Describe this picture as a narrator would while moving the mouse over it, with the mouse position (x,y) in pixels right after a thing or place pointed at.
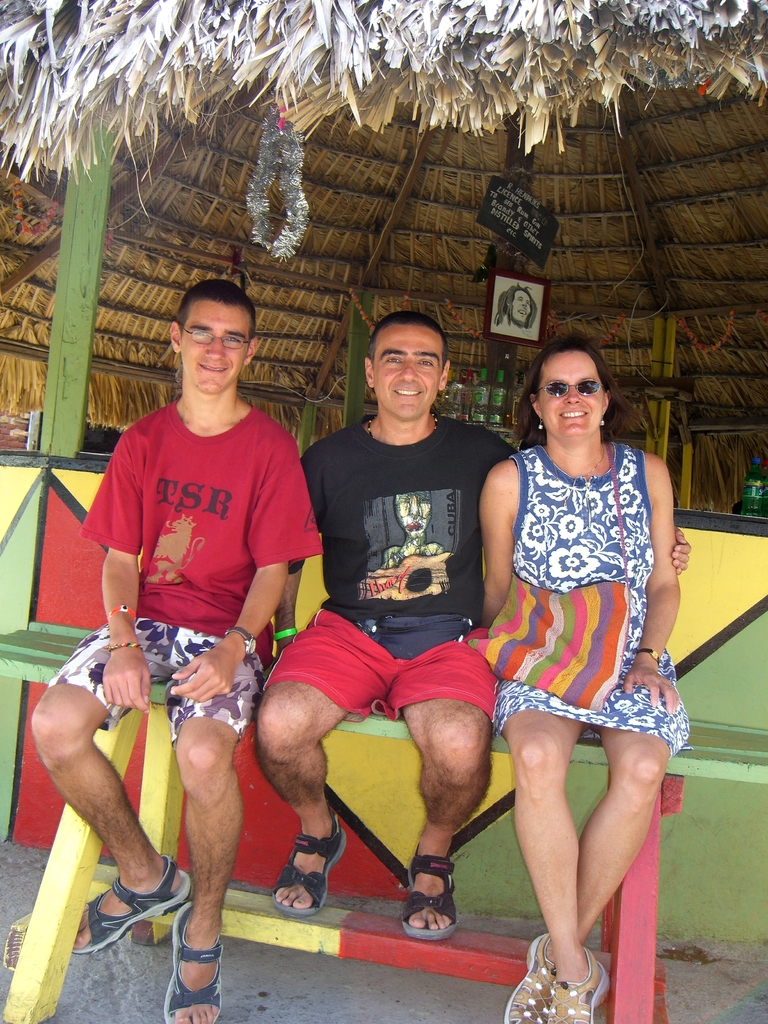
In this picture we can see two men (208,371) and a woman (551,426) sitting on a bench (131,712) and smiling and in the background (478,334) we can see a frame (515,322), bottles (517,399), hut (385,265).
